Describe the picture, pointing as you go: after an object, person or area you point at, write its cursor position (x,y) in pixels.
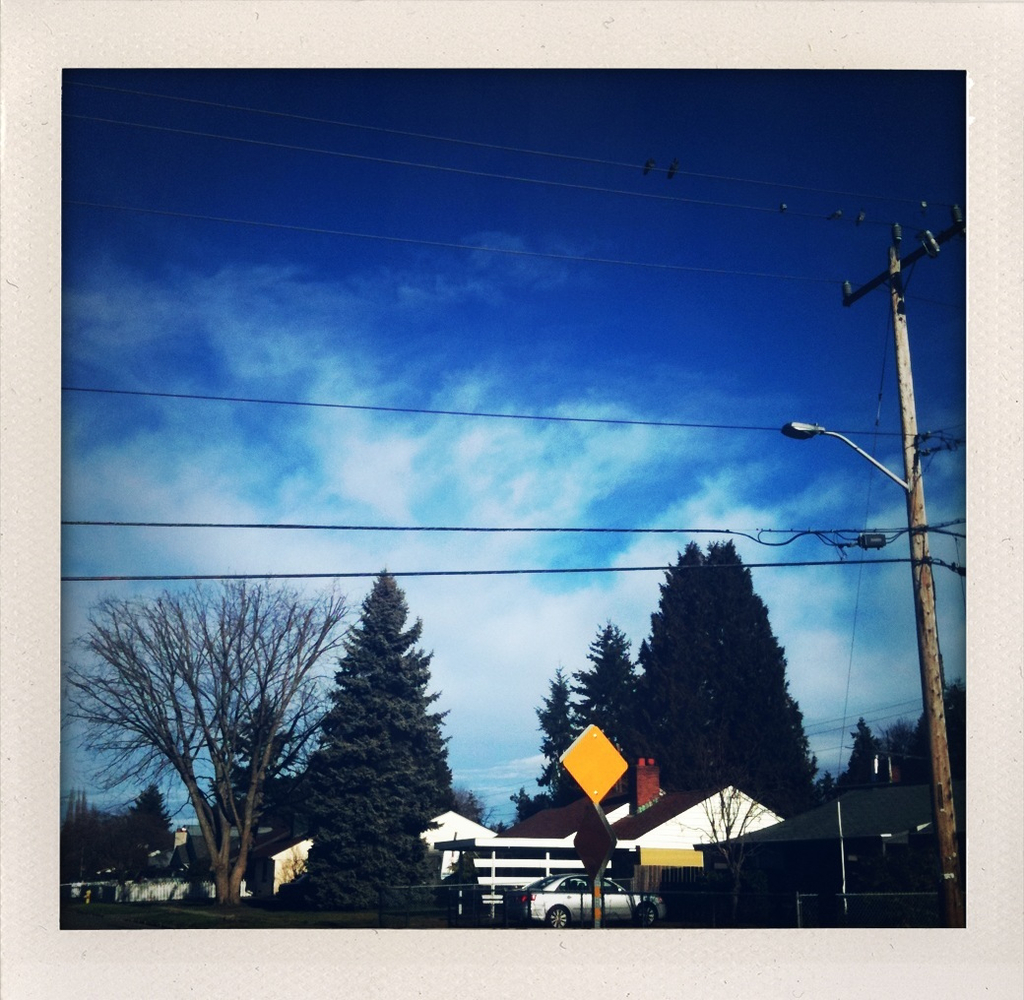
In this image I can see few trees (375,770), a vehicle (630,902) on the ground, few poles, few boards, few wires (569,529) and few buildings (284,841). In the background (613,550) I can see the sky (481,354).
